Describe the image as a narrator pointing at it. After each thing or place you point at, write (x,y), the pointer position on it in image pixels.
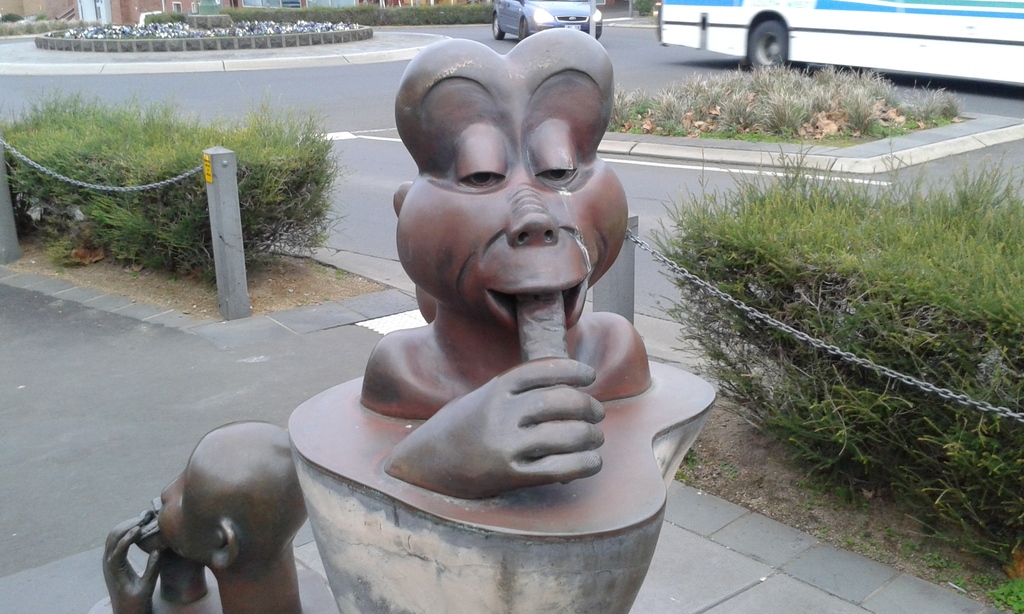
In this image in the center (453,265) there is a statue (448,518), and on the right side (871,325) and left side (100,196) there are some plants (682,262), chain (982,402), poles (5,209). And in the background (295,2) there are some buildings (610,2) and some vehicles (856,42) and also there are some plants (866,90) and grass (868,119), and at the bottom (669,524) there is a road (133,371).
